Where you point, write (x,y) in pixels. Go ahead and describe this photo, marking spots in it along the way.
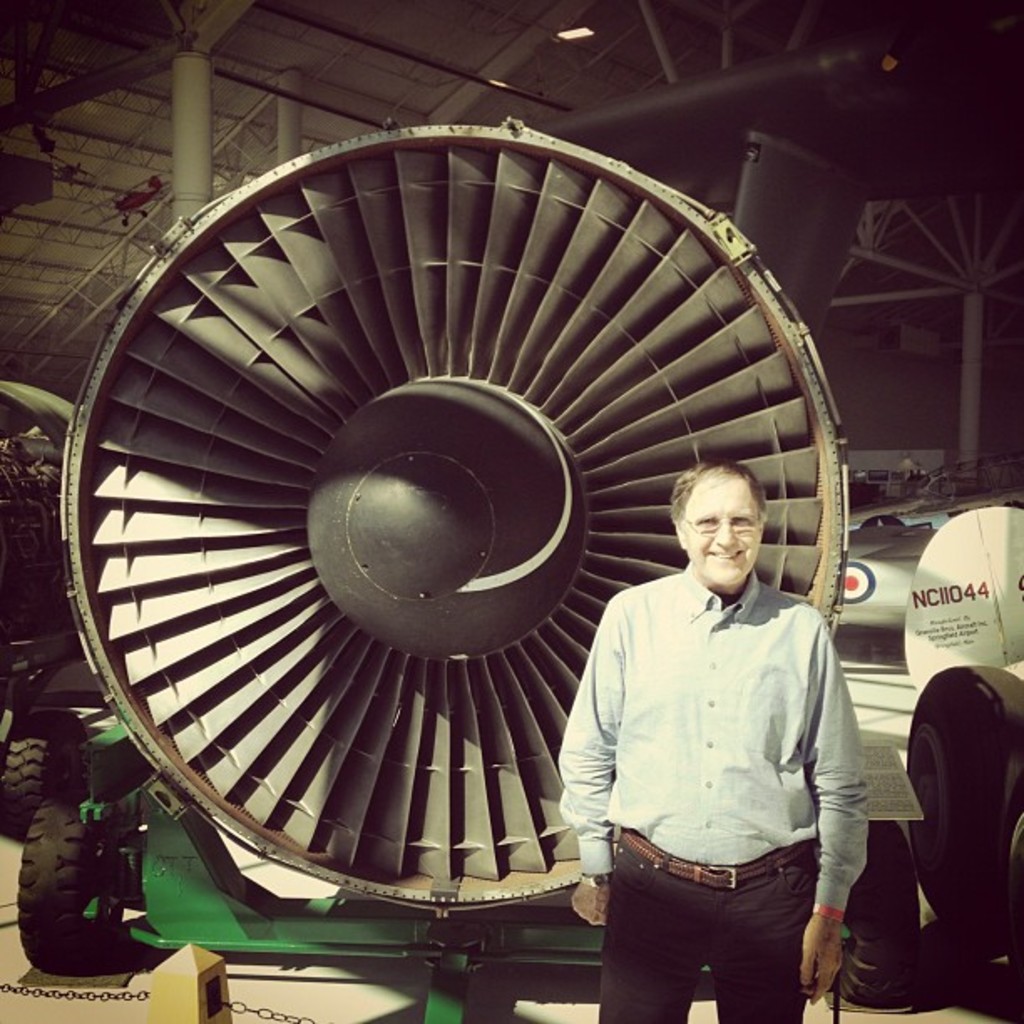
In this image we can see a man (820,769) standing. On the backside (509,716) we can see a jet fan (378,739) placed on the stand (221,854) containing some tires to it. We can also see a roof (408,100) with some metal poles (396,57), pillars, frames (87,276) and some ceiling lights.
